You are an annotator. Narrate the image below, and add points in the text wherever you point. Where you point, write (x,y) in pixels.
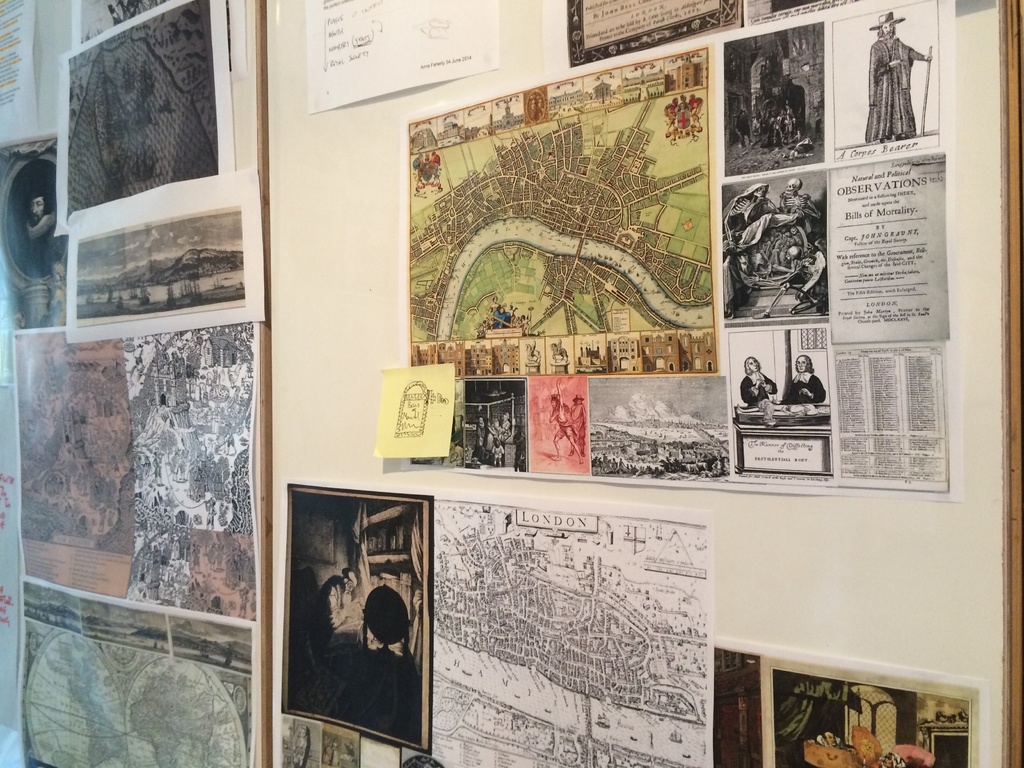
In this image there is a board (989,236), for that board (513,1), there are many posters (405,624).
